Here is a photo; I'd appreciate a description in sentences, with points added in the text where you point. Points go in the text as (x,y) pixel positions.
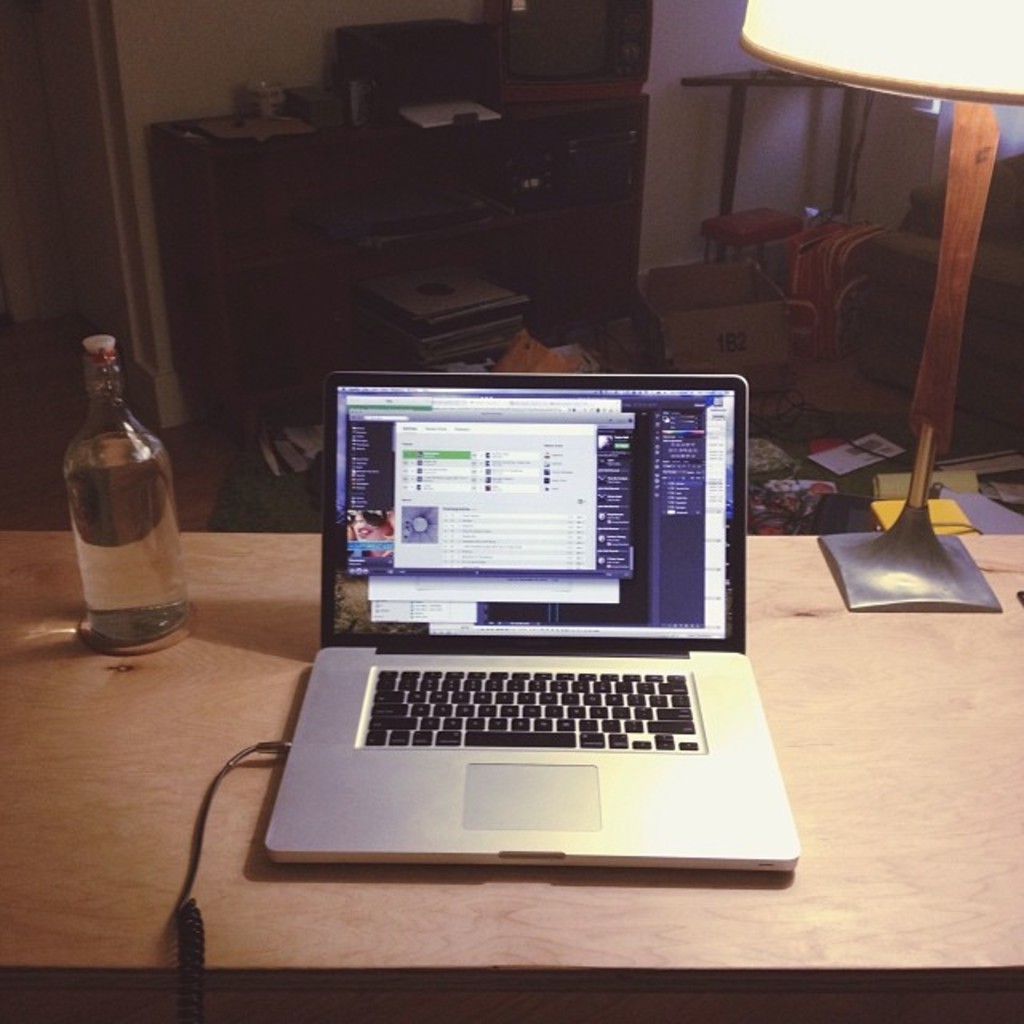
The image is inside the room (644,583). In the image there is a laptop (630,638) placed on table (223,655) on table (138,698) we can see a bottle (110,469), lamp (922,511). On bottom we can see card (835,450), box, table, couch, books (433,345), paper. In background (543,91) we can see a television (556,90) which is placed on table (463,136), speaker (449,81) and a wall (157,49).
